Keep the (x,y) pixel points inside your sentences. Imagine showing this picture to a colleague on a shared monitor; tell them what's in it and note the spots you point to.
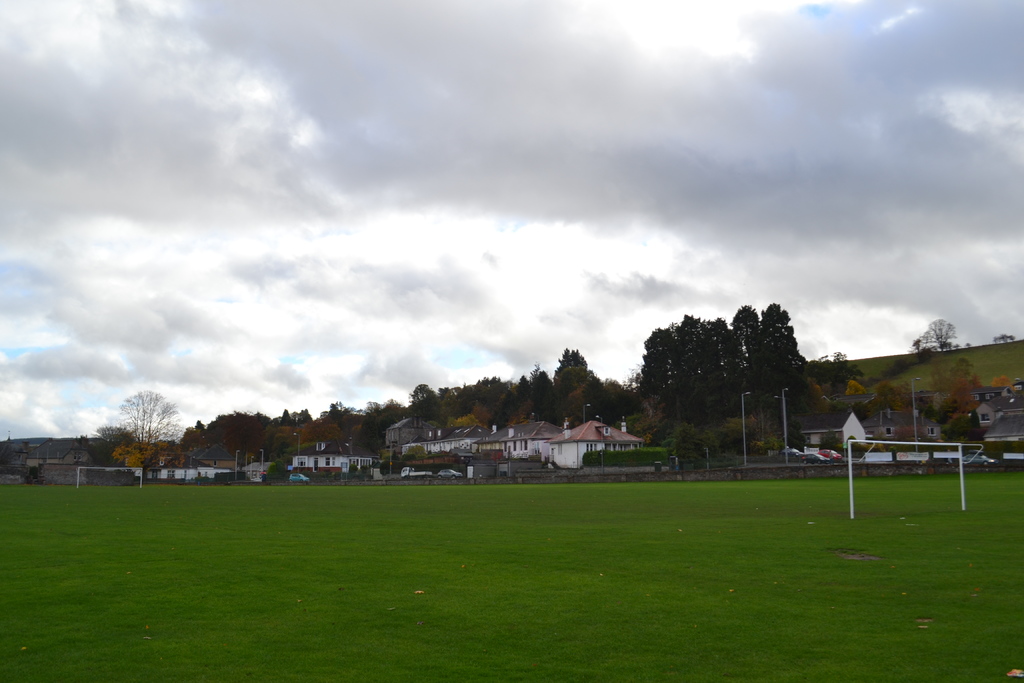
In this image I can see few building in white and gray color, background (653,392) I can see trees (606,406) in green color, sky (431,244) in white and blue color.
